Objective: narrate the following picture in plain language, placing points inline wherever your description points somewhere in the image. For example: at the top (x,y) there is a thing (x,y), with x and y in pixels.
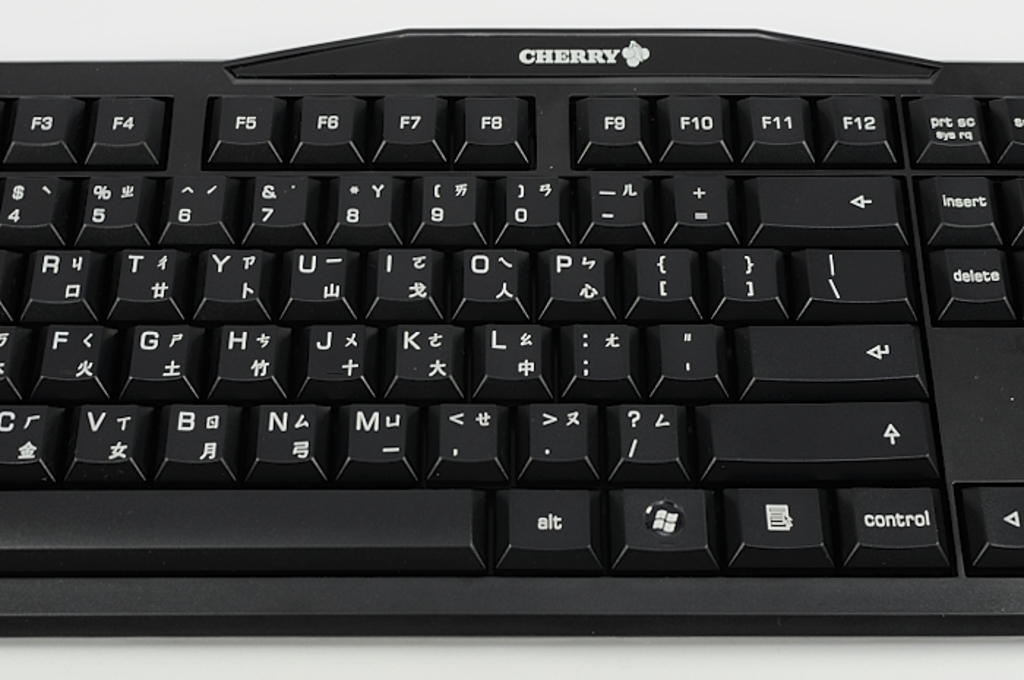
In this image we can see a keyboard (522,115) and a white background (673,0).
